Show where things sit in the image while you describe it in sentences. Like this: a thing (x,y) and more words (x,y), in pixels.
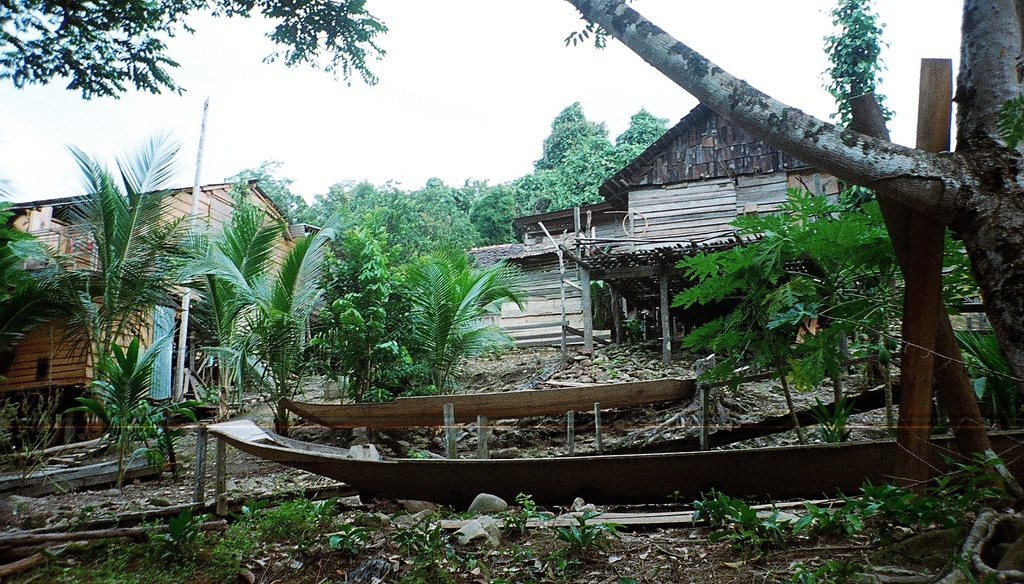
In this image there is a wooden house (40,367) and trees (874,346), also there are so many trees (1000,346) along with so many other wood decor (964,434).
